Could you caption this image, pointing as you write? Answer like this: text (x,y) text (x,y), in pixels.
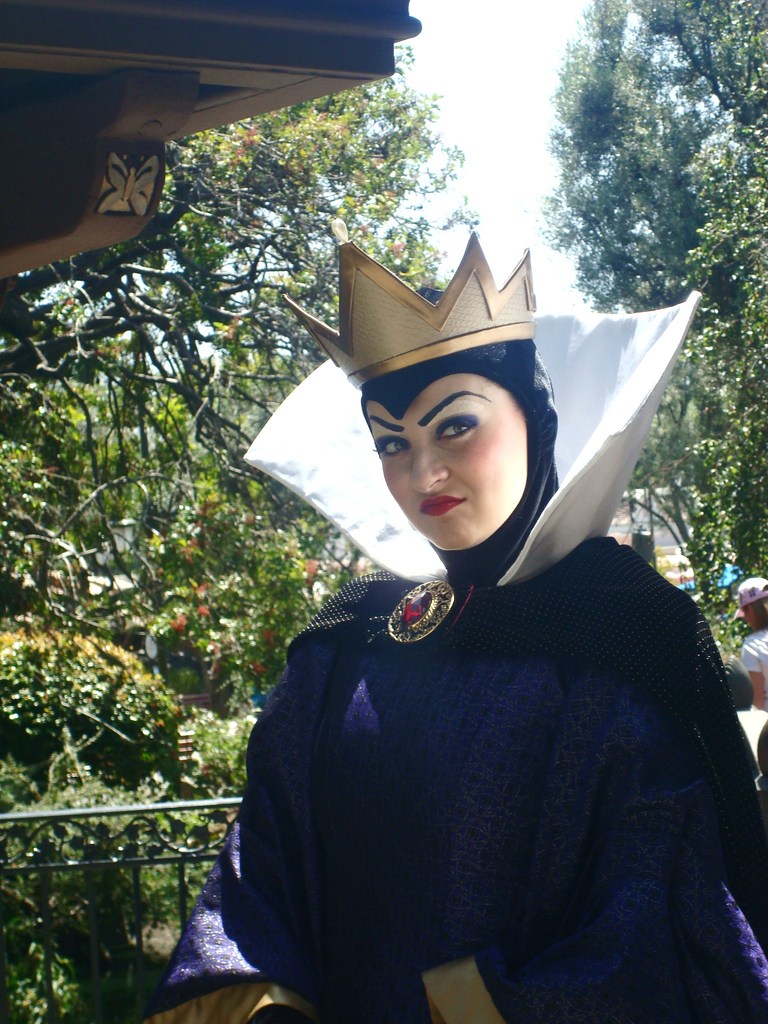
In this image we can see two persons (405,601), one of them is wearing a different costume (553,475), and a crown (477,271), there are plants (121,744), trees (159,476), there is a railing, and slab (262,74), also we can see the sky (439,152).
